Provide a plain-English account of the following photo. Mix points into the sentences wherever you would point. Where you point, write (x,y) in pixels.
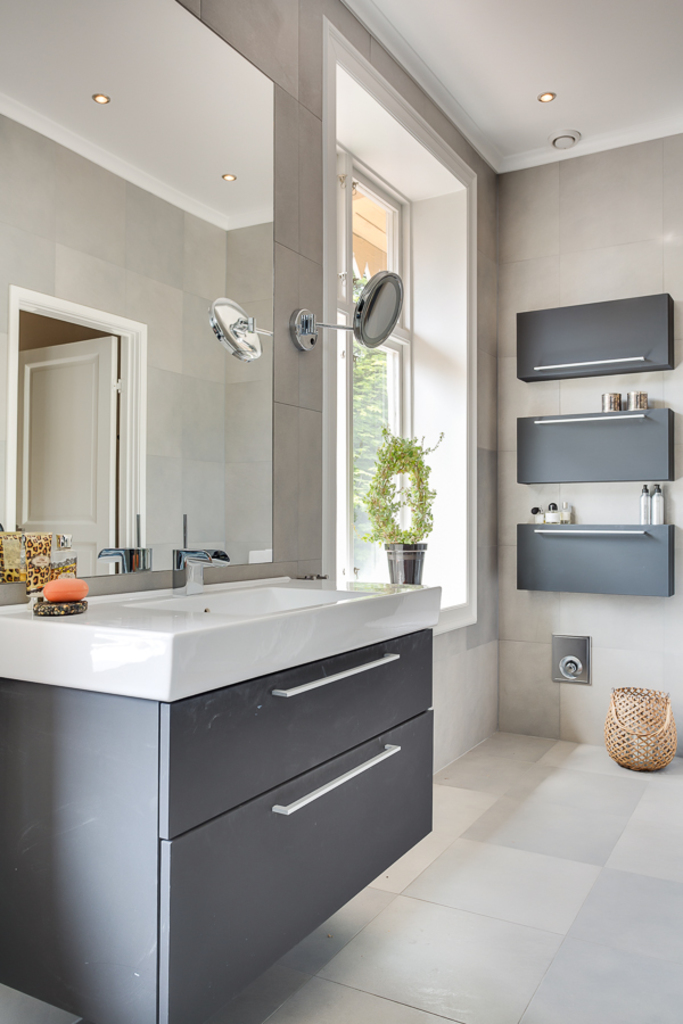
This picture describes about inside view of a room (252,690), in this we can find a tap (198,557), wash basin (261,607), mirrors (394,300) and other things (61,570) on the countertop (89,617), in the background (616,745) we can find a plant (383,455), few bottles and a basket (631,724), and also we can see few lights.
